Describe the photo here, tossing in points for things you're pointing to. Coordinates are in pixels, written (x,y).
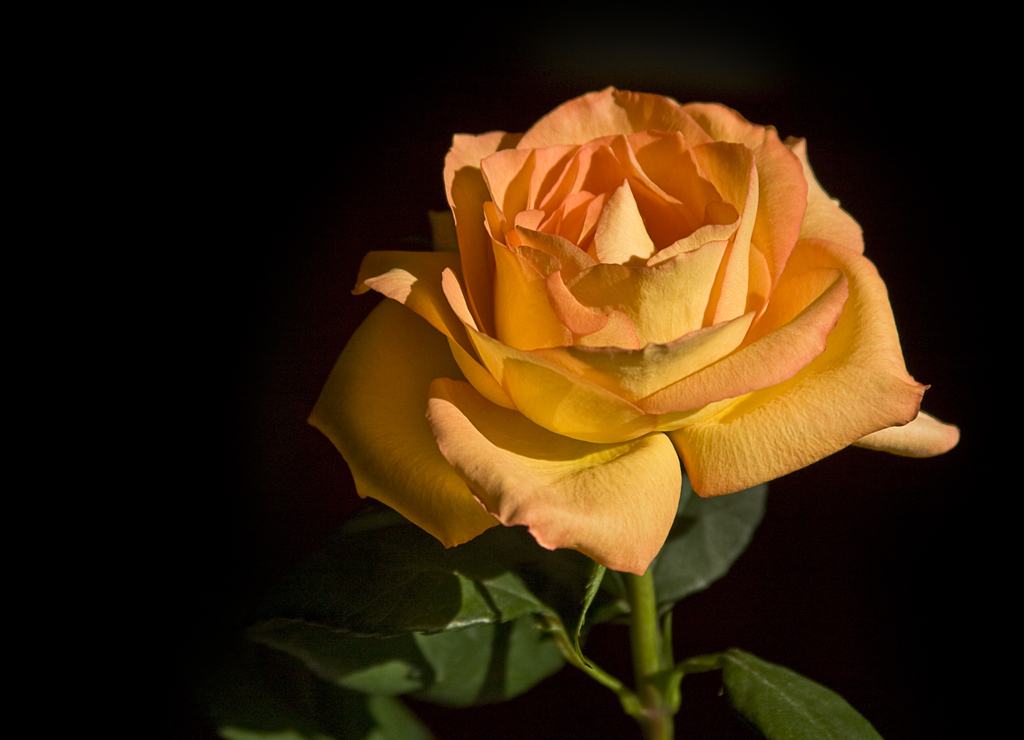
In the picture I can see a rose flower (561,369) and there are few leaves (618,619) below it.
